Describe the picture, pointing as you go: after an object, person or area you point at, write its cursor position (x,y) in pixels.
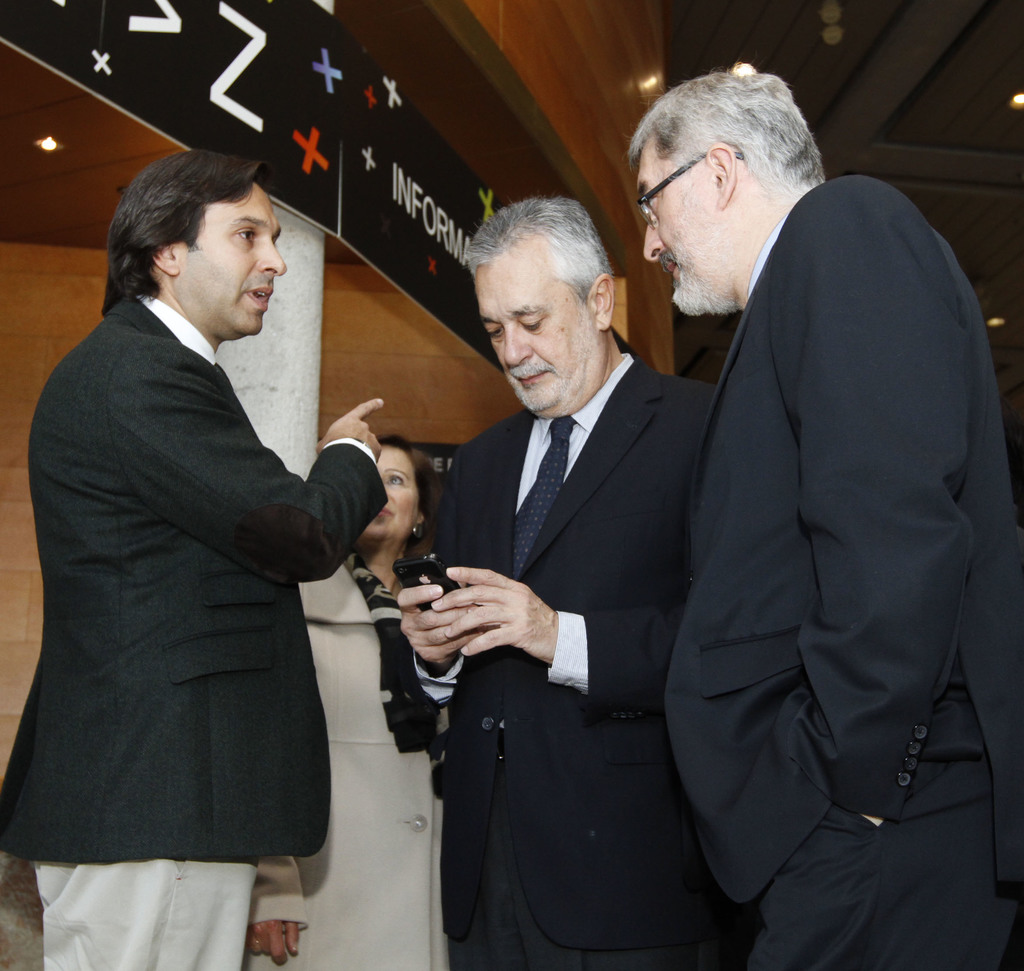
This picture is clicked inside. In the center (485,441) there is a man (568,458) wearing suit (561,506), holding a mobile phone (435,569) and standing. In the foreground (392,737) we can see the group of persons (292,612) standing. At the top (904,91) there is a roof (874,47) and the ceiling lights (1016,98). In the background (371,322) we can see the wall (369,289), pillar (312,306) and a board (347,145) on which we can see the text (428,209).
